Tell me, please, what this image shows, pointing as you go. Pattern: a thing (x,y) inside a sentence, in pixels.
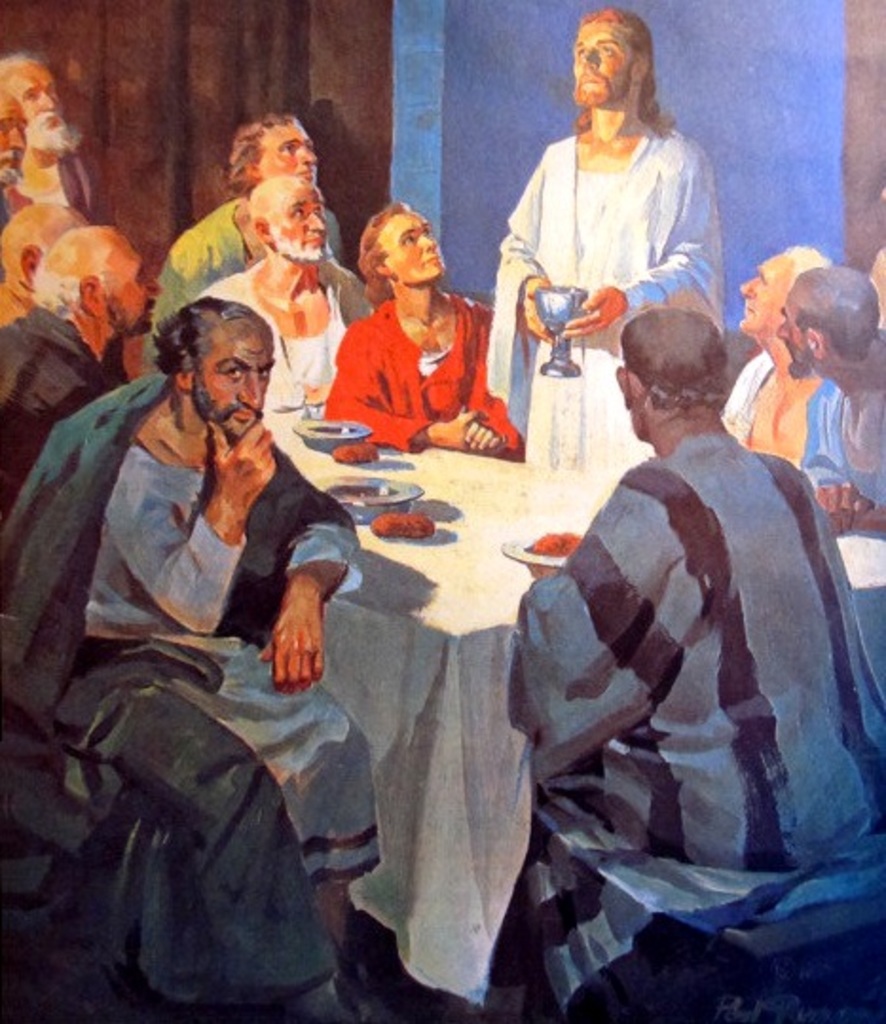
In this image there is a painting (302,712), there are a group of men (420,416) sitting, there is a man (581,180) standing, he is holding an object (562,324), there is a table (464,878), there is a cloth (477,615) on the table (449,652), there are objects (398,520) on the cloth (409,561), there is a wall (432,105) behind the men (572,196).
